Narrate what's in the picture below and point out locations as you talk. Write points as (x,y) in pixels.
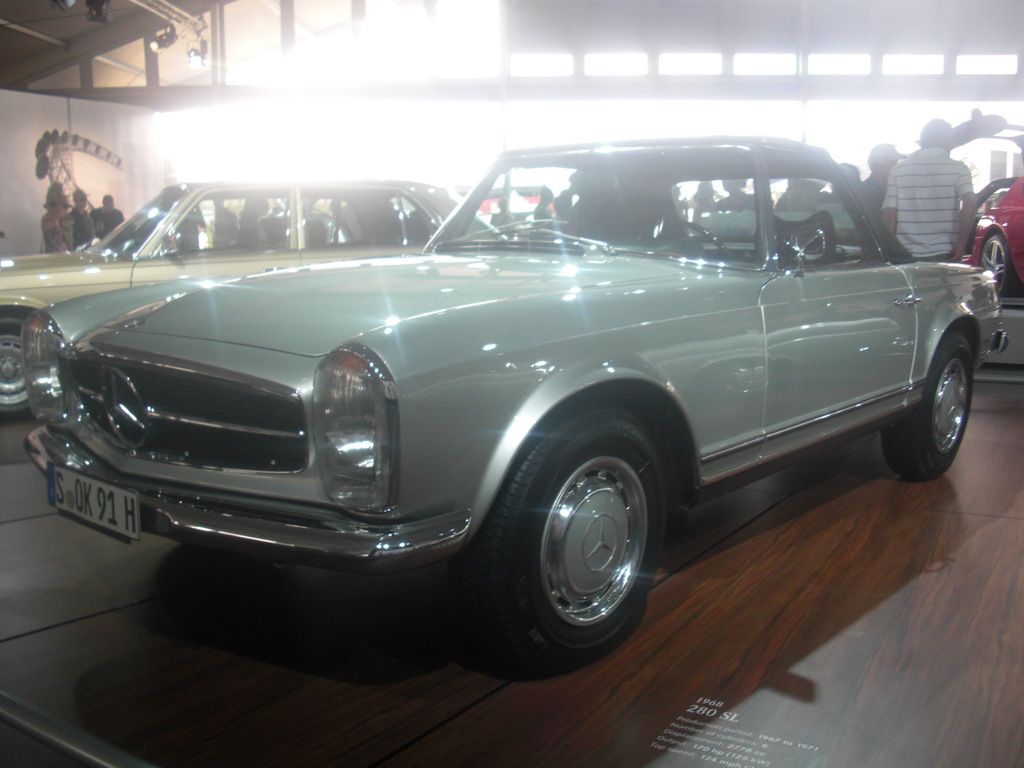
In this image I can see few vehicles (638,281) inside the shed (856,500). To the side of the vehicles (738,216) I can see few people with different color dresses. To the left (36,138) I can see the white color object (31,165).
